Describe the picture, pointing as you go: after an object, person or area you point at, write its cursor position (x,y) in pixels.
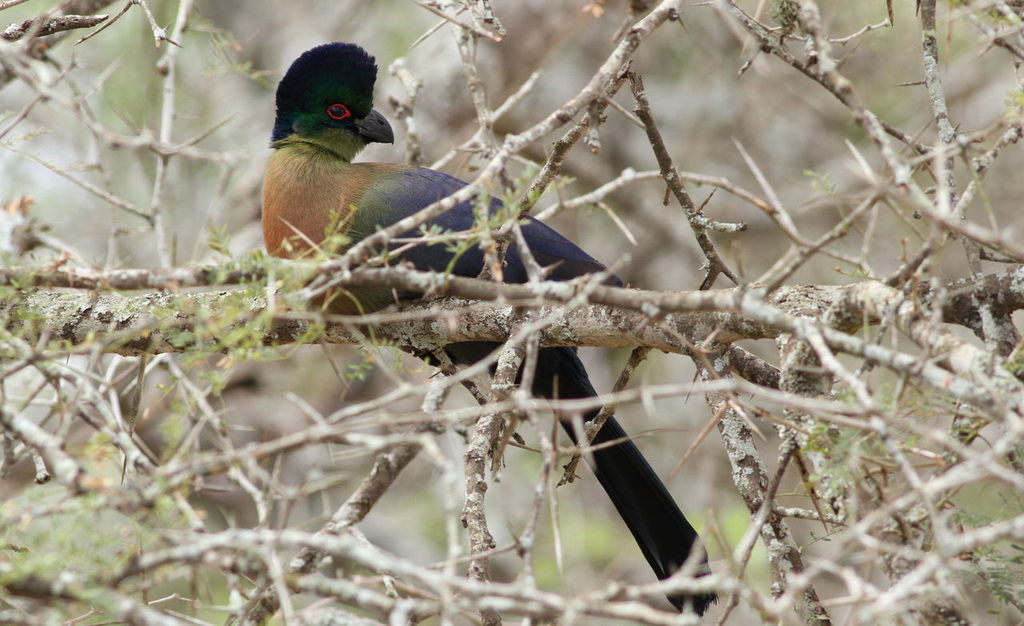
Here we can see a bird (647,538) on the branch (692,337). There is a blur background (692,16).
